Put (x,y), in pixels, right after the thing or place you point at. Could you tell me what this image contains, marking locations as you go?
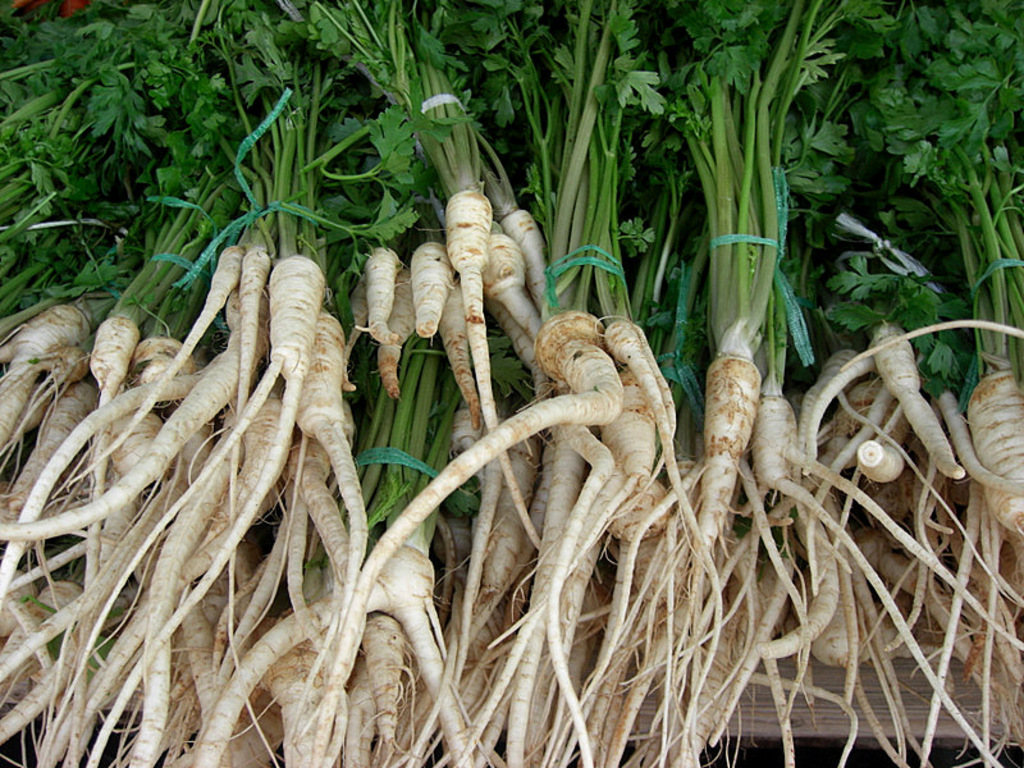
In this picture I can see there is a green leafy vegetables (226,121) placed on a table (770,733) and it has some white color object (522,307) attached to its roots (492,608).
